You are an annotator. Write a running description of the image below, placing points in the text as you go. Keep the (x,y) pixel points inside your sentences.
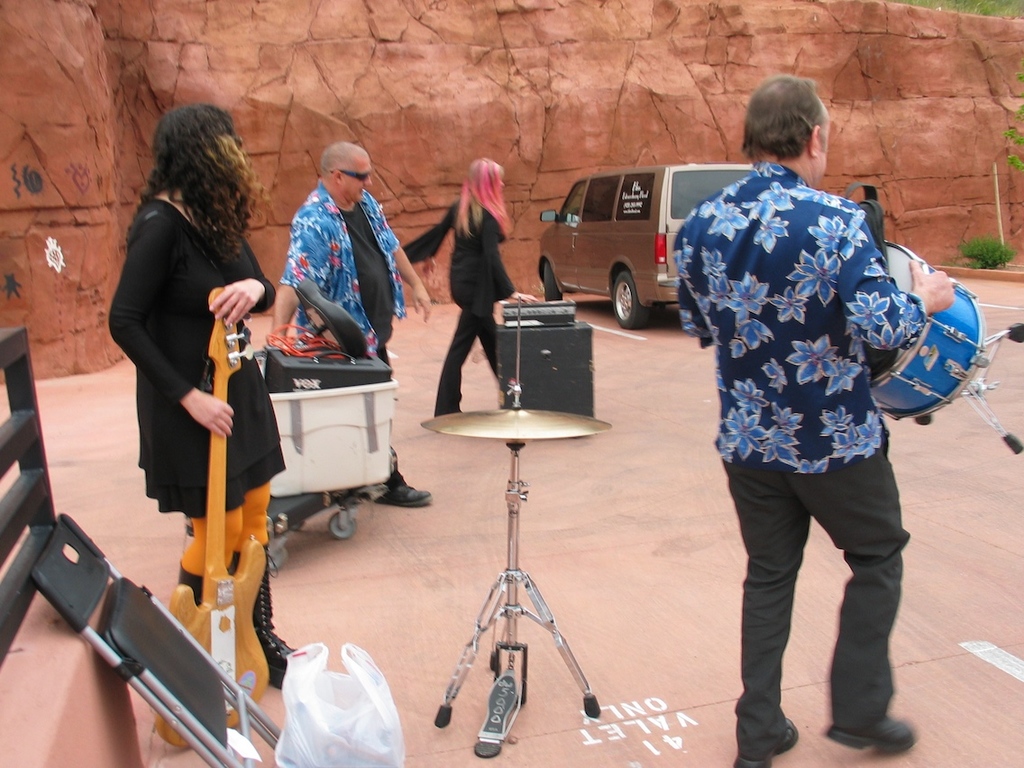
These persons (138,316) are standing. This man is carrying a drum (920,358). This woman (247,276) is holding a guitar (214,524). Far there is a vehicle (631,244). This is a musical instrument (519,397). In this container (322,447) there are things (311,371).
